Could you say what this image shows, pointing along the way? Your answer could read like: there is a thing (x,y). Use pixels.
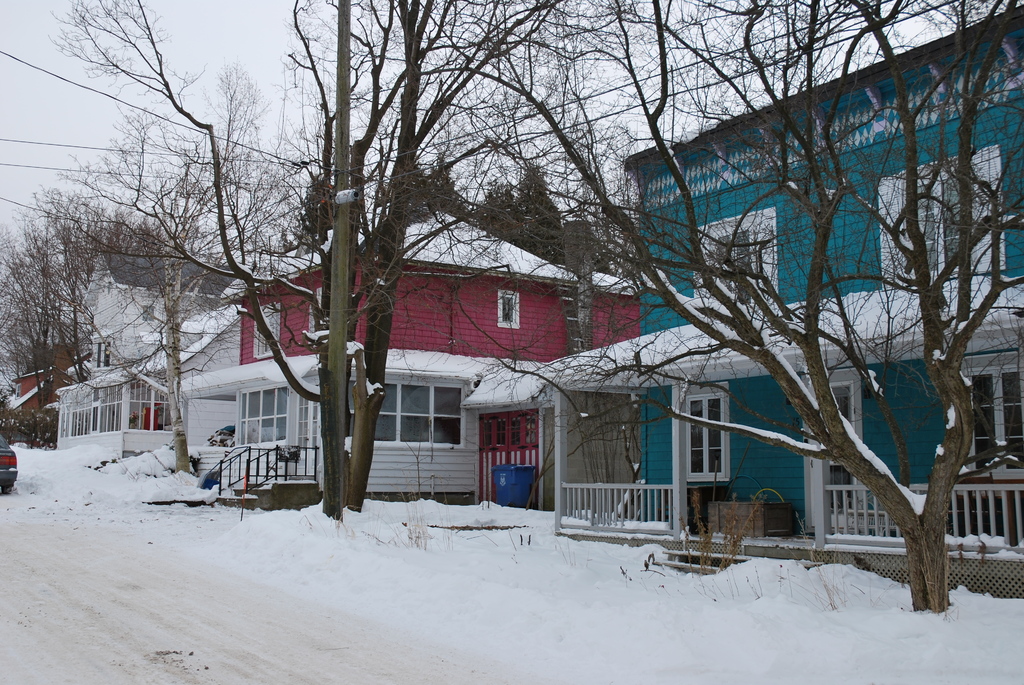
In the center of the image (351,351) there are trees (383,177). There is a pole (342,413). In the background of the image (448,430) there are houses (932,249). At the bottom of the image (274,566) there is snow (188,612).
